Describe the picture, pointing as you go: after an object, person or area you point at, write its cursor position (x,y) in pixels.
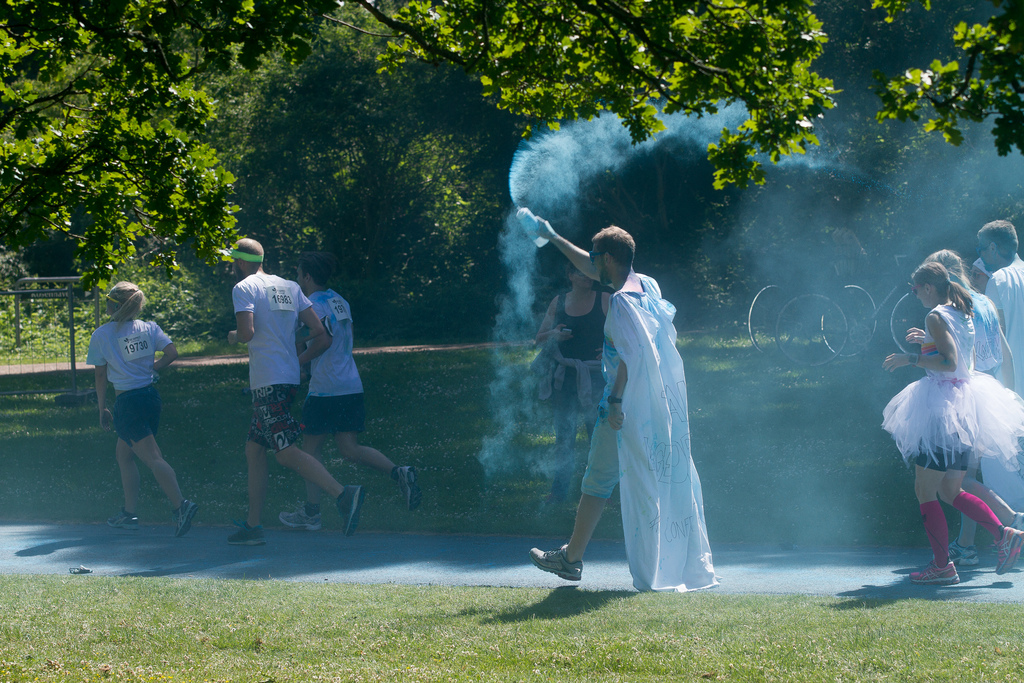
In this image I can see the group of people (609,455) with different color dresses (604,397). I can see one person (655,404) holding the bottle (527,233). I can see the smoke (595,154) in the air (600,142). In the background (603,211) there are many trees (646,141) and the bicycles (775,344).
